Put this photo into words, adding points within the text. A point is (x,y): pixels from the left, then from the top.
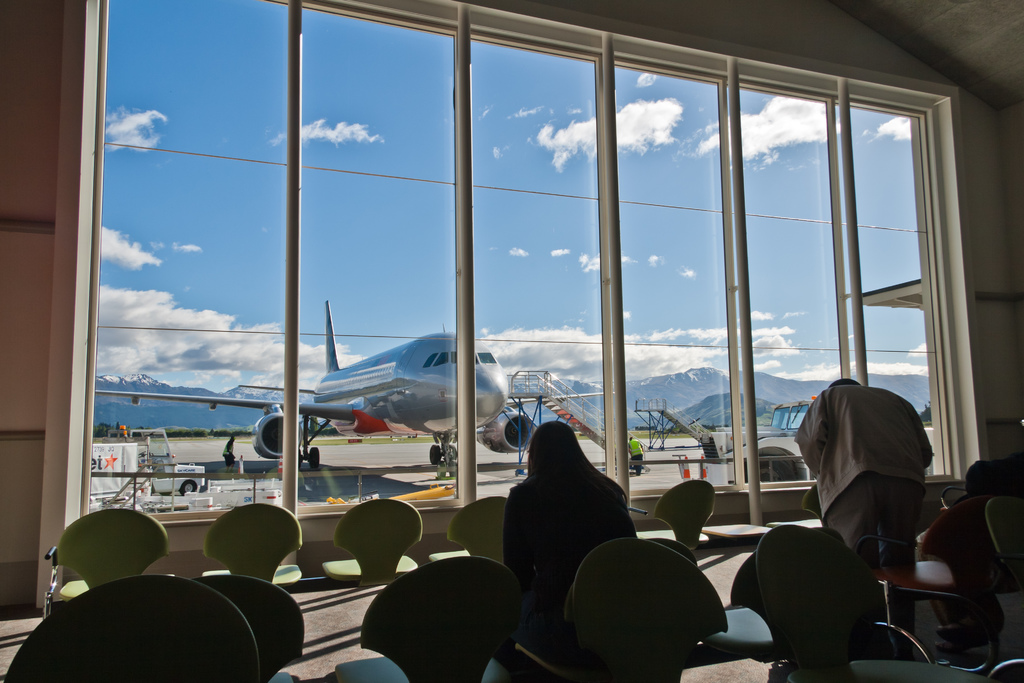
In this image there is an airplane (392,366) and few vehicles (773,452) on the runway (663,466). Few persons (227,453) are standing on the runway (395,487). Behind plane (134,396) there are few hills (688,392). Top of image (381,144) there is sky (437,146) with some clouds (550,140). Front side of image there are few chairs (675,642) having few persons (564,606) are sitting on it. A person (891,586) is standing on the floor (927,605). In front of them there is a window (947,449) to the wall (4,82).
